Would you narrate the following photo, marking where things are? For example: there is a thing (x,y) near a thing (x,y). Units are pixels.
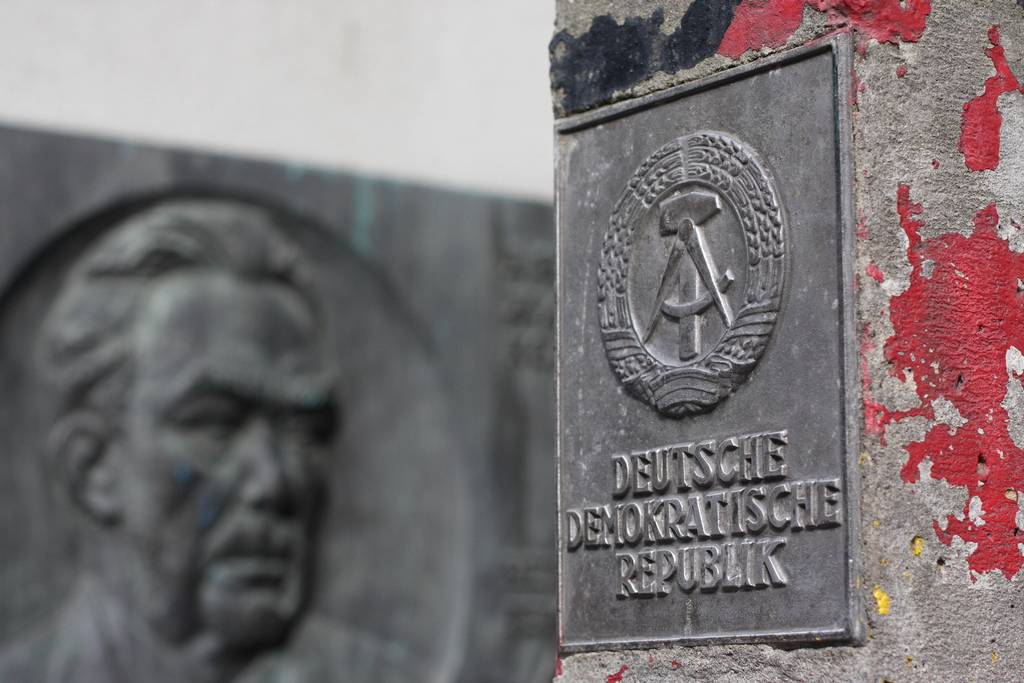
On the right side (816,255), there is a board (830,615), on which there is a logo (743,275) and texts (743,465). This board (813,531) is attached to a wall (961,62). In the background (293,620), there is a sculpture (236,479). And the background (141,334) is blurred.
